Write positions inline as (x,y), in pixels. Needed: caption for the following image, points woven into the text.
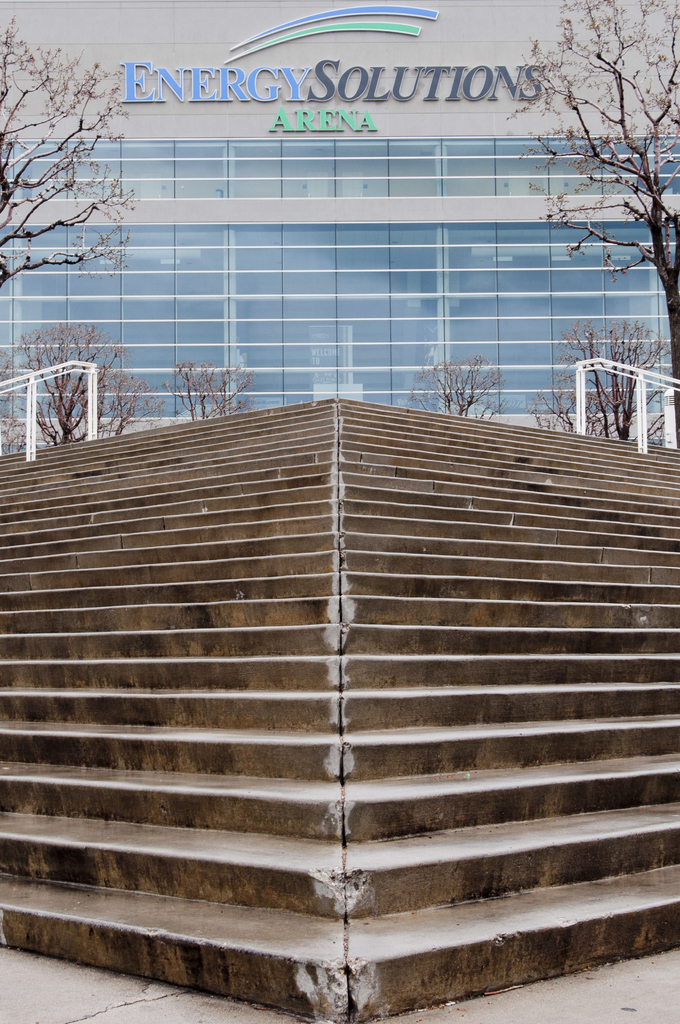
In this image we can see a building (493,268) and text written on the building (537,386), there are some trees (588,400) and stairs (212,818) in front of the building (298,282).
